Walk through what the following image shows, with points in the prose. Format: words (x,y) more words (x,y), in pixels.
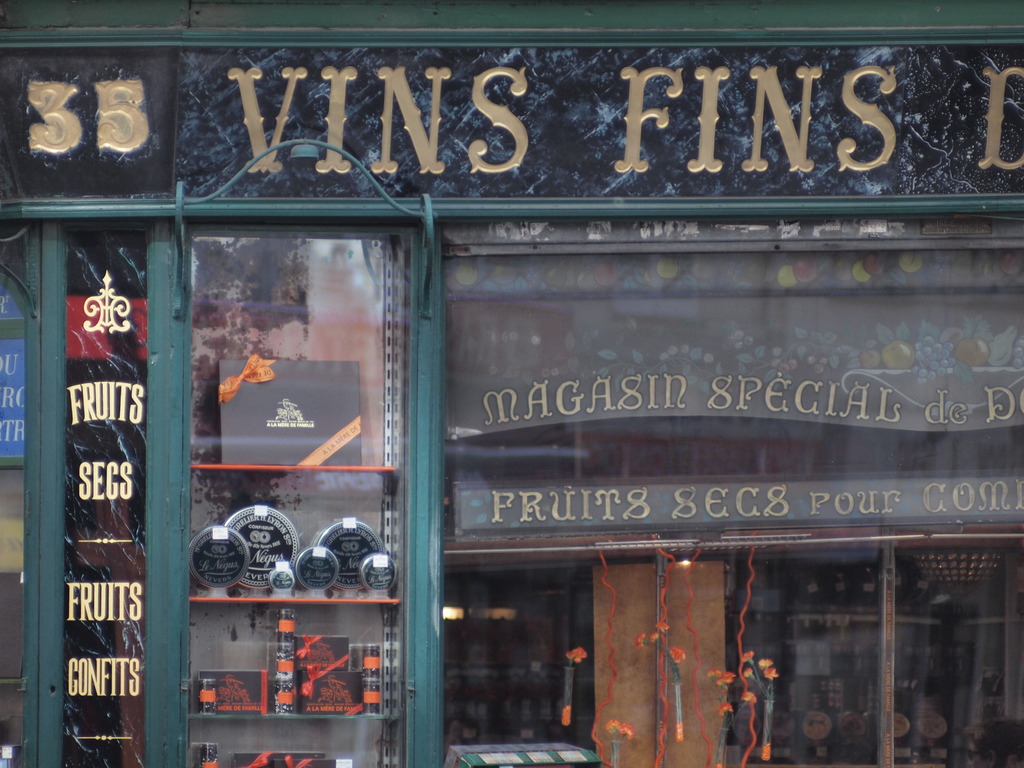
In this picture we can see name boards (86,636) and shelves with some objects (343,704) on it. In the background (791,600) we can see the lights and some objects (748,717).
